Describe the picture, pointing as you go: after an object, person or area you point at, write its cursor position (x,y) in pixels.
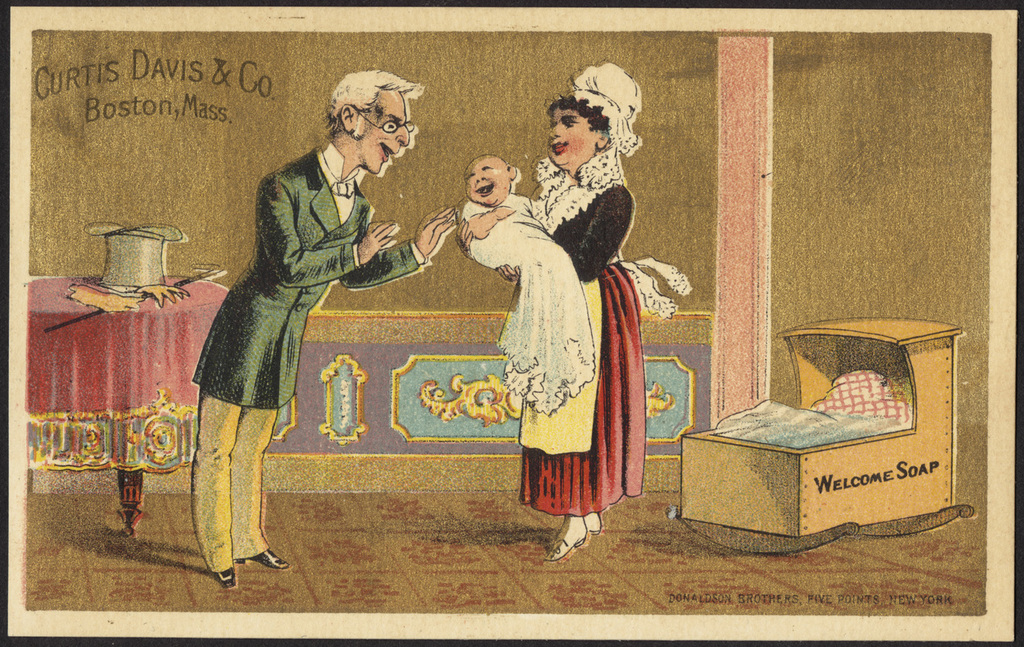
In this picture, we can see a poster (544,228) with some images (715,326), and some text (903,474) on it.
